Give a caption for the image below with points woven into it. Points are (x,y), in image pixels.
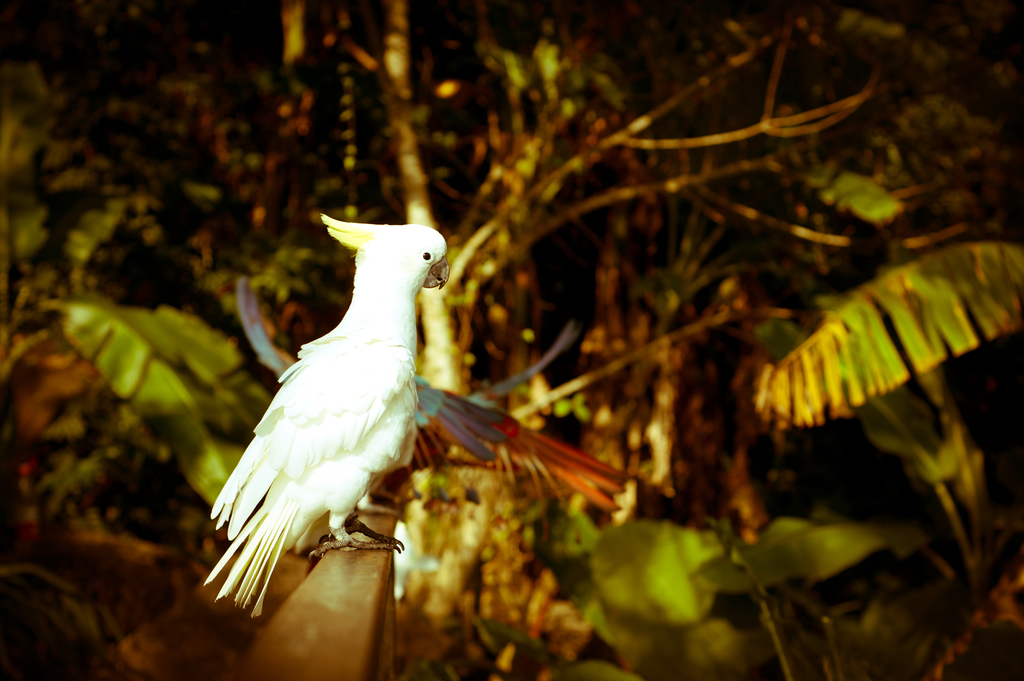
On the left side (246,468) it is a parrot (292,406) which is in white color and there are green color trees (2,78).
